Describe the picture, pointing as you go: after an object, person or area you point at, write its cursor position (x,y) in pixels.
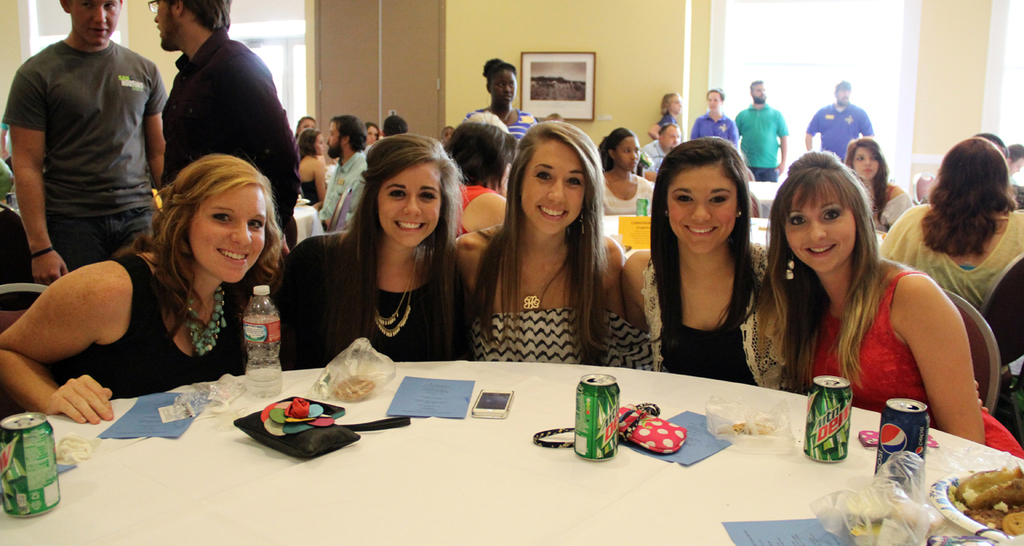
In the foreground (330,294) I can see five women's (965,393) are sitting on the chair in front of the table (342,498) on which I can see beverage cans (589,454), bottles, mobiles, plates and so on. In the background (75,152) I can see a crowd (522,120), wall (667,81) and a wall painting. This image is taken may be in a restaurant (506,208).
